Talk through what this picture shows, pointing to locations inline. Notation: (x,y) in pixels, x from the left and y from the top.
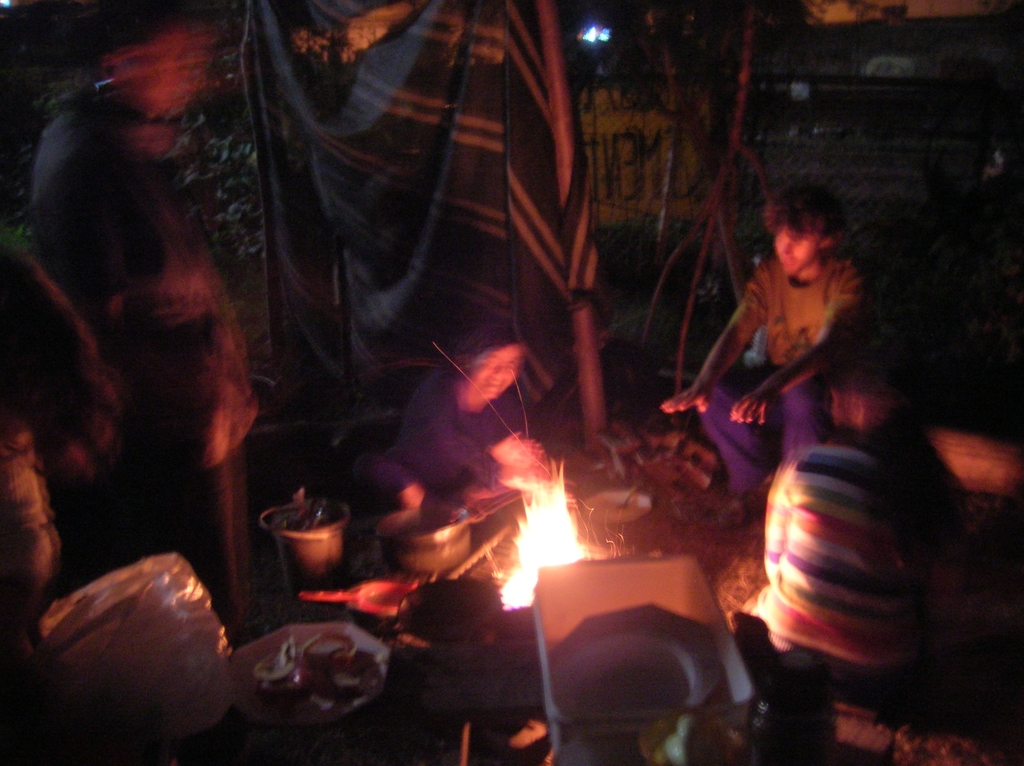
On the left side (154,252), there is a person (137,412) standing. Beside this person (210,469), there are some objects (277,521). On the right side (894,586), there are two persons (905,415) sitting. Beside them, there is a fire (568,528), there is a person (484,347) smiling and there are other objects (552,573). In the background (570,212), there is a cloth (534,167) and there is a light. And the background (717,135) is dark in color.
